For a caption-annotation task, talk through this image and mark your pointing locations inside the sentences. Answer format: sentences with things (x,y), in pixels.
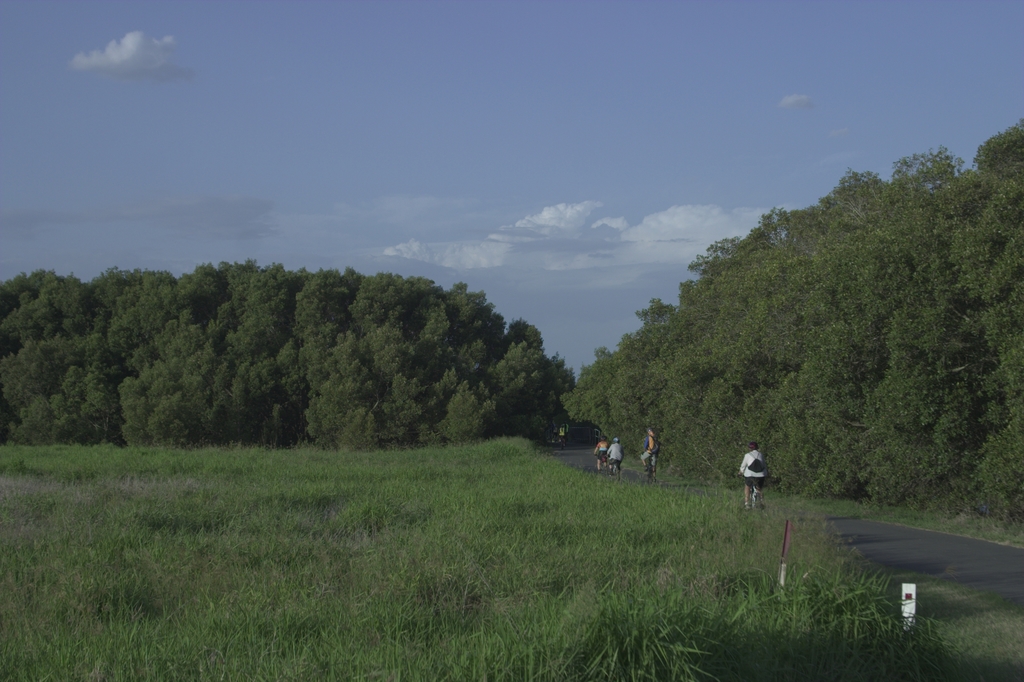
In this picture in the front (477,504) there is grass (603,570). In the center (613,443) there are persons (617,456). In the background (467,362) there are trees (740,244) and the sky (687,222) is cloudy.
